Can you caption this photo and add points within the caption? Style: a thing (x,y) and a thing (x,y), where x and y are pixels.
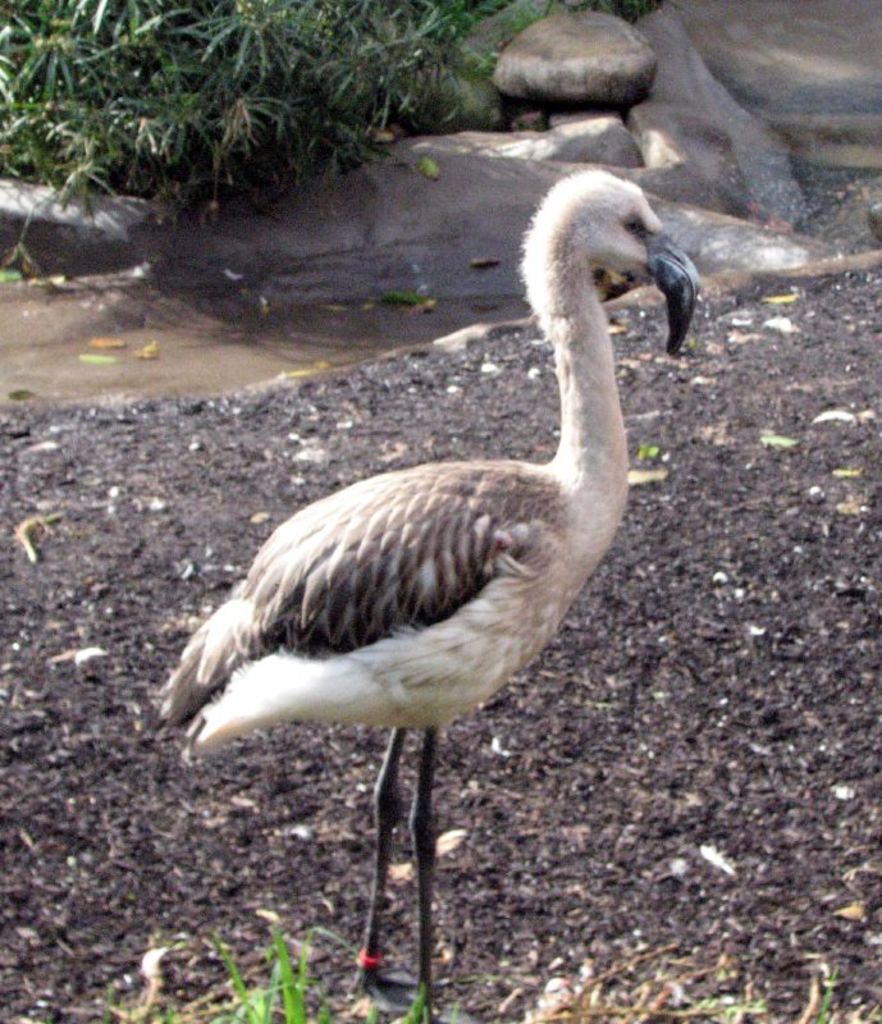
In this picture I can see a bird (398,665) on the ground (539,757), side there are some rocks (570,77) and plants (354,133).
